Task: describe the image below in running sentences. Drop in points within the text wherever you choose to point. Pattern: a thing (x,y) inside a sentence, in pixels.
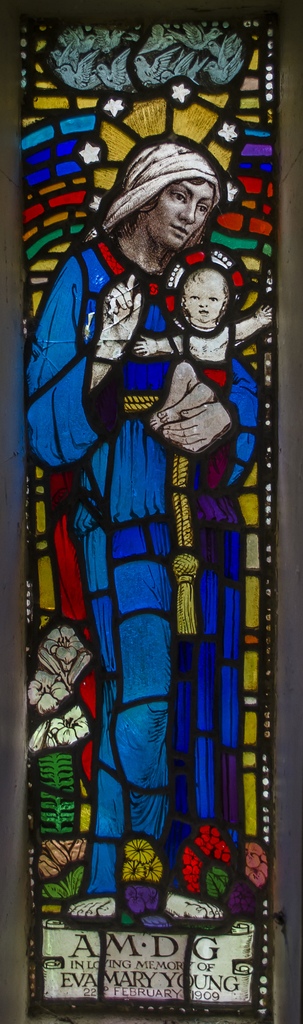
In this image I can see a stained glass (189,538). At the bottom (199,946) I can see some text (104,989).
